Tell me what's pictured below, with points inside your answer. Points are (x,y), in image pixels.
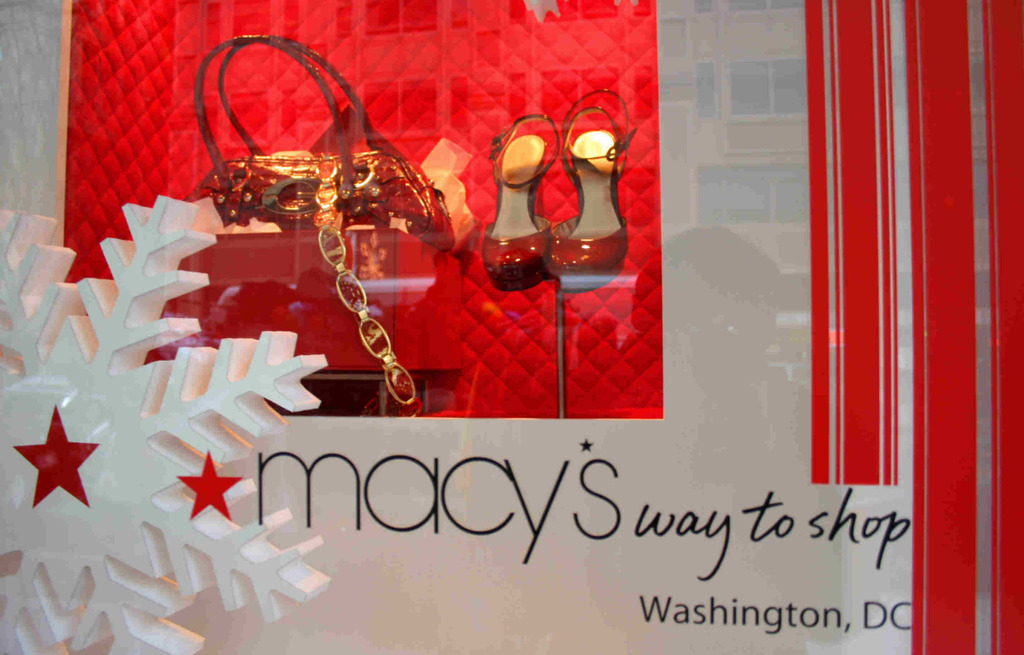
In this picture there is a bag (259,39) and a pair of shoes (537,287) are kept in case (412,369) and it has a glass (449,475) covered on it
